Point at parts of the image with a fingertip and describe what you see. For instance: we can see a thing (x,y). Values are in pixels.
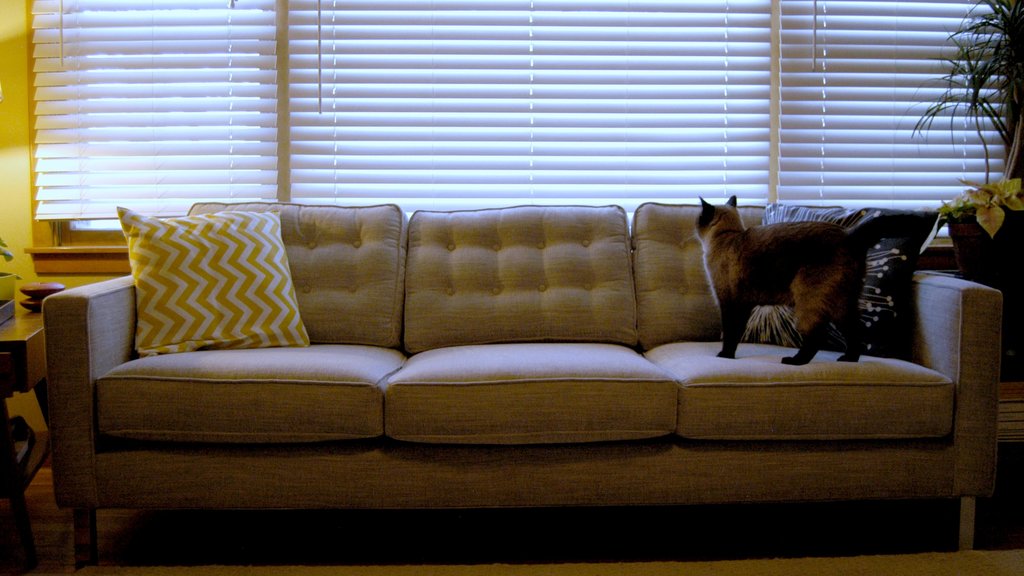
As we can see in the image, on the left side (16,362) there is a table (16,362). In middle (634,332) there is a sofa (552,392). On sofa (704,327) there is a cat (765,249) and pillow (223,230). On the right side (993,218) there is a plant (1012,199).
